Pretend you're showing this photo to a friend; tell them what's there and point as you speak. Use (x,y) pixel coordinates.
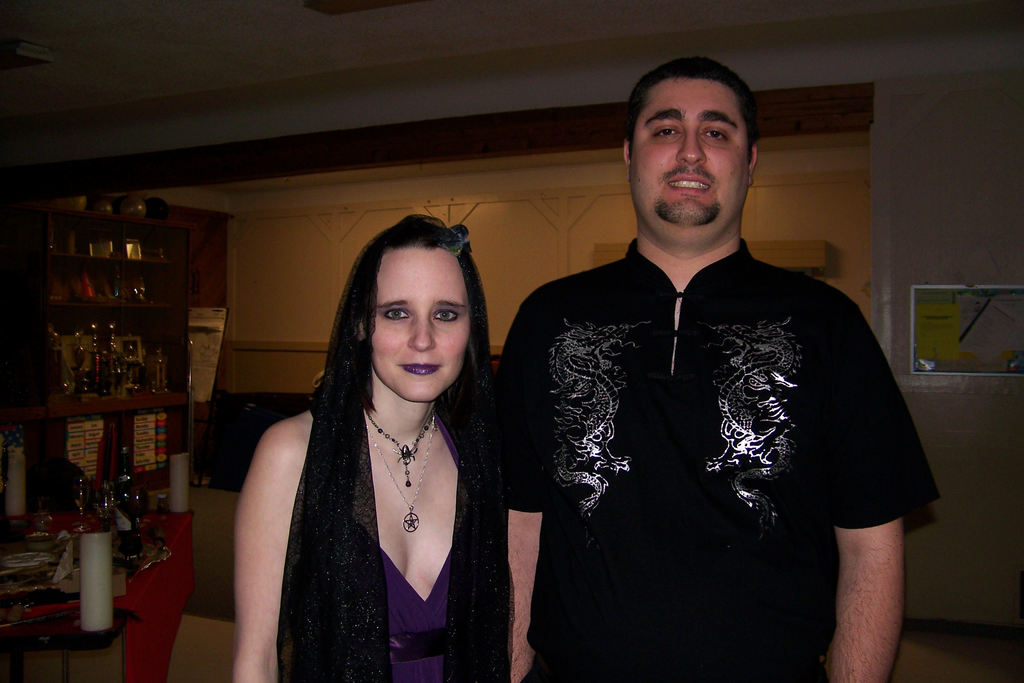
In this image there is a person (591,436) wearing a black shirt (653,398). At the left side (261,679) there is a woman (458,601) wearing a violet colour dress (422,669). At left side (7,345) there is a shelf (76,307) having trophies (117,356) in it. At the left bottom (184,535) there is a table (174,568) having glasses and bottle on it.
